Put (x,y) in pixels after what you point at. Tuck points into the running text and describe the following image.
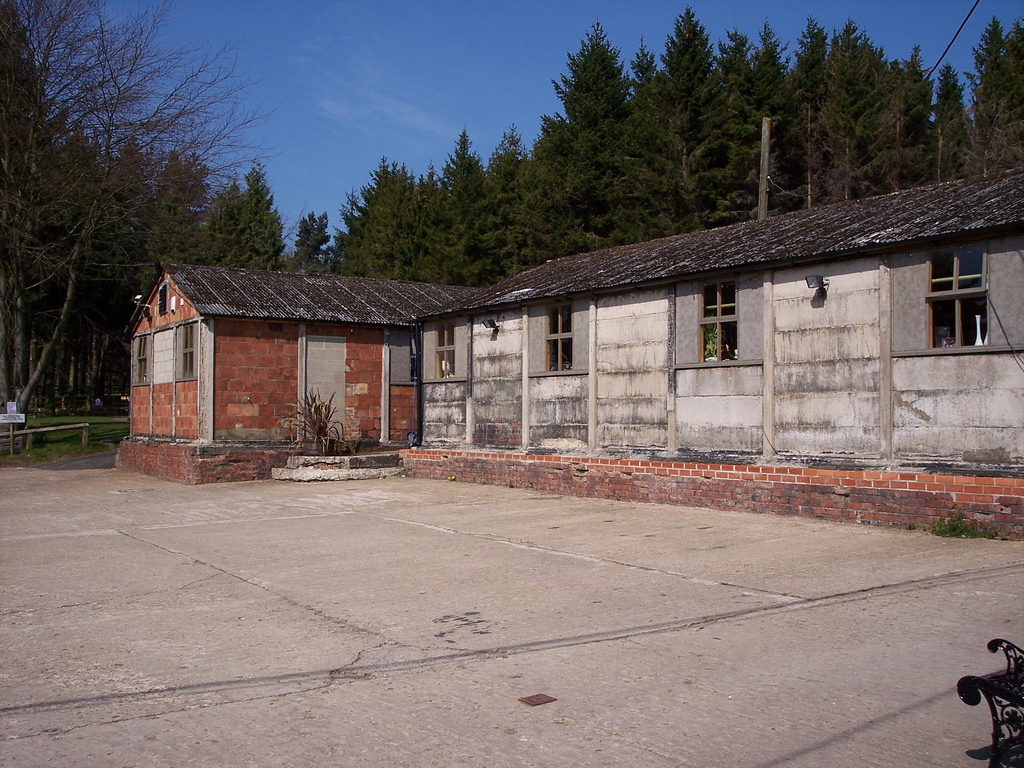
In this image we can see building (277,417), house plants (308,413), trees (253,221) and sky (953,15) with clouds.
